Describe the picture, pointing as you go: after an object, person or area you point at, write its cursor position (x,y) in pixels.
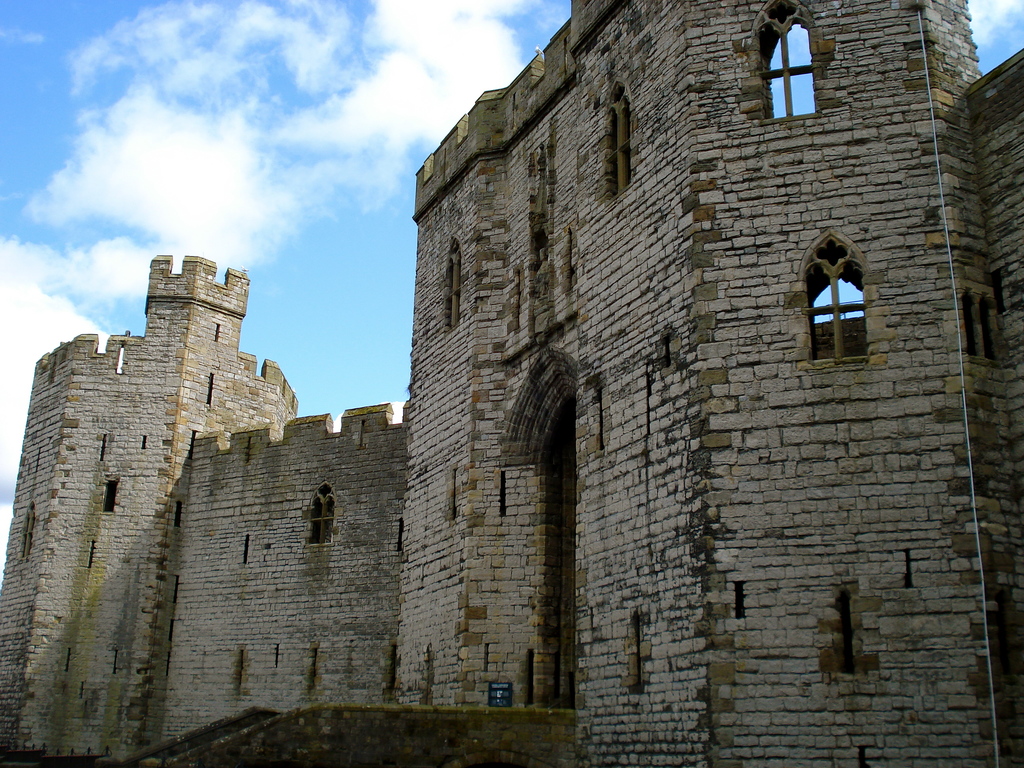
In this image I can see a building (403,468) which is in gray and black color. Background (57,112) I can see sky (65,94) in blue and white color.
